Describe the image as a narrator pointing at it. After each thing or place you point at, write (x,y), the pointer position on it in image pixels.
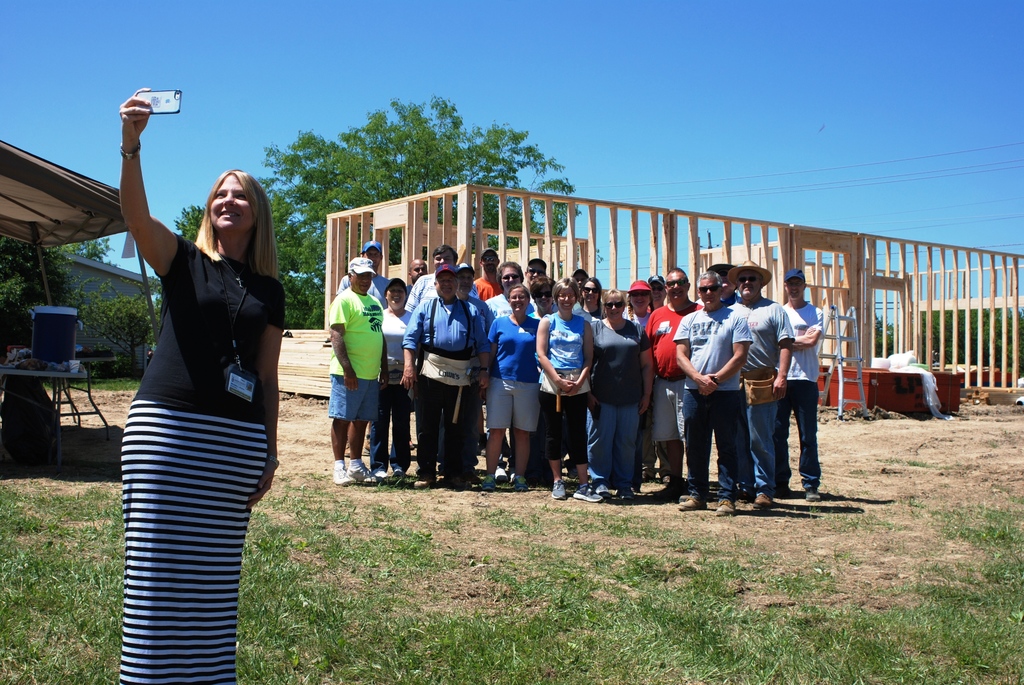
In the image we can see there are many people (591,357) standing, they are wearing clothes (525,383) and shoes (685,494). Some of them are wearing cap (451,270) and goggles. This woman (235,343) is holding a smartphone (158,104) in her hand (131,121) and she is wearing identity card (244,390). This is a grass (548,626), wooden fence (945,310), trees (491,149), electric wires (812,180) and a sky (707,75). There is a table (22,375), on the table (51,375) there are many objects (41,354).
